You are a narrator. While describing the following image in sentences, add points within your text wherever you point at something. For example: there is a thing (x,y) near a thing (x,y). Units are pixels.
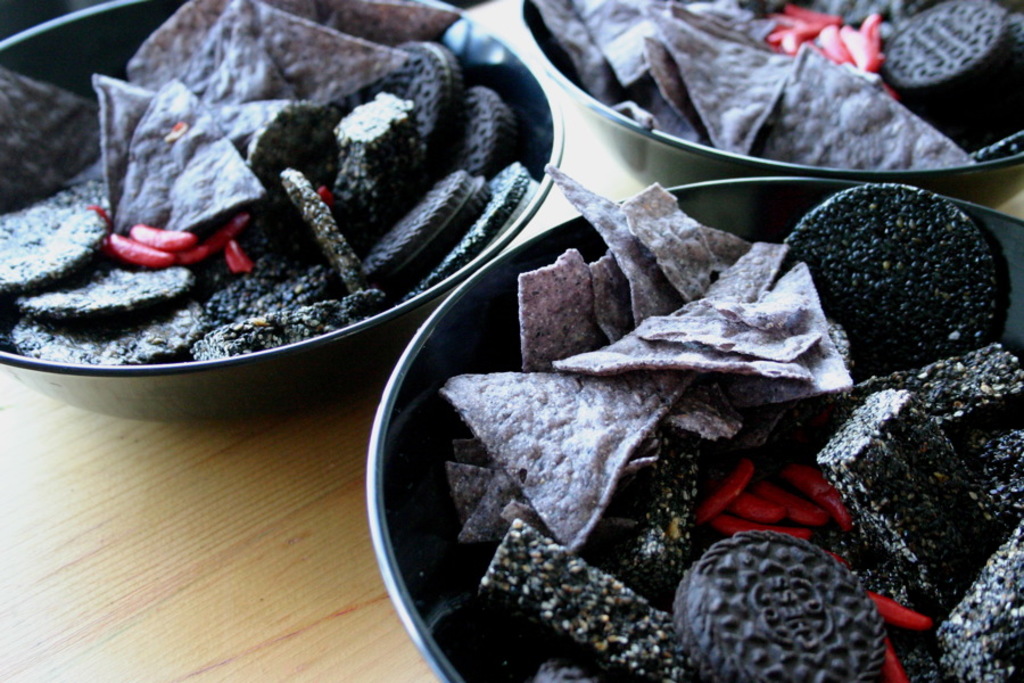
In this image there are foods (489,160) in the plates (724,195) which is on the wooden table (250,535).
